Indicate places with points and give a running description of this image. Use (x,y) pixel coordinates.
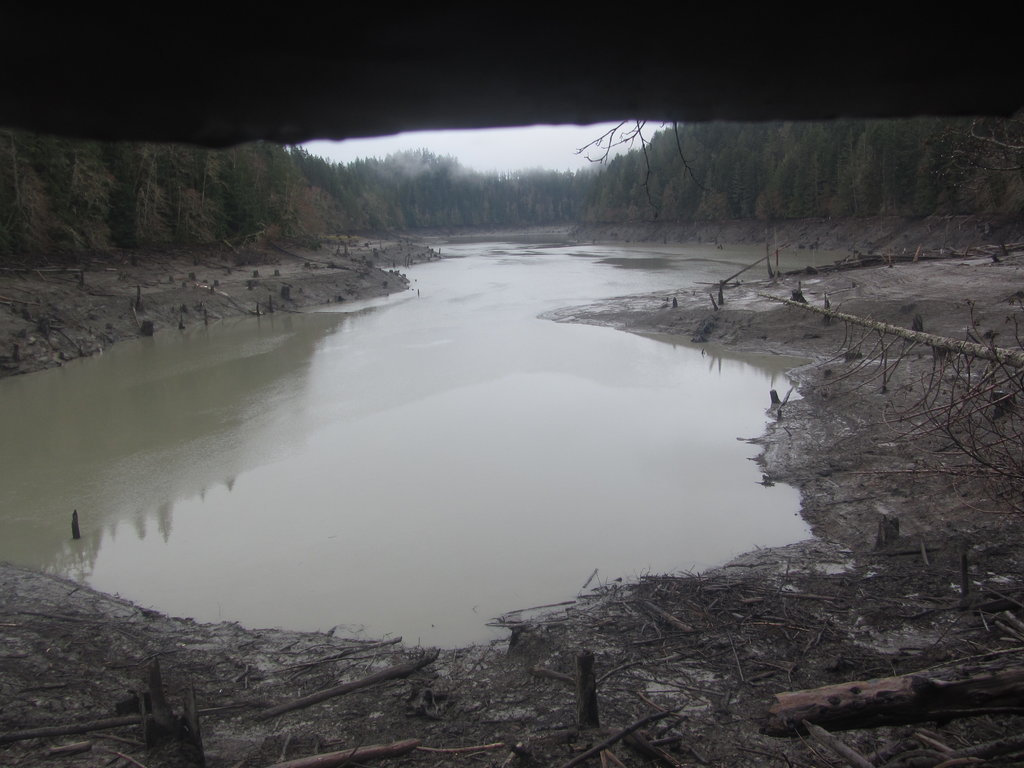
At the bottom of this image (987,652), there are sticks (752,616) and wooden pieces (767,565) on the wet ground (77,616). Beside them, there is water (503,251). On both sides of this water (492,299), there are trees (296,170). In the background (621,162), there are trees (503,181) and there is sky (554,130).
